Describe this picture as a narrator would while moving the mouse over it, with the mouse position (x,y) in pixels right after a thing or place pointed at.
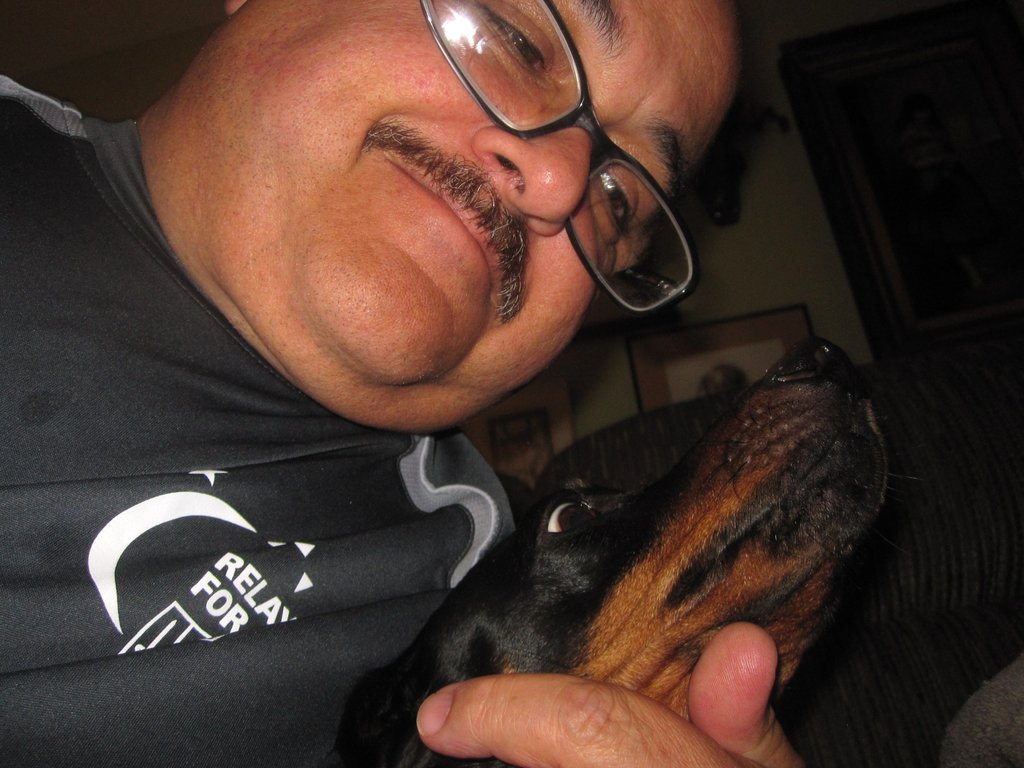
We can see a man (420,304) is holding a dog (722,538) in his hand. In the background (610,377) there is an object (998,693) on the chair (966,697) and frames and objects (722,190) on the wall (771,190).
